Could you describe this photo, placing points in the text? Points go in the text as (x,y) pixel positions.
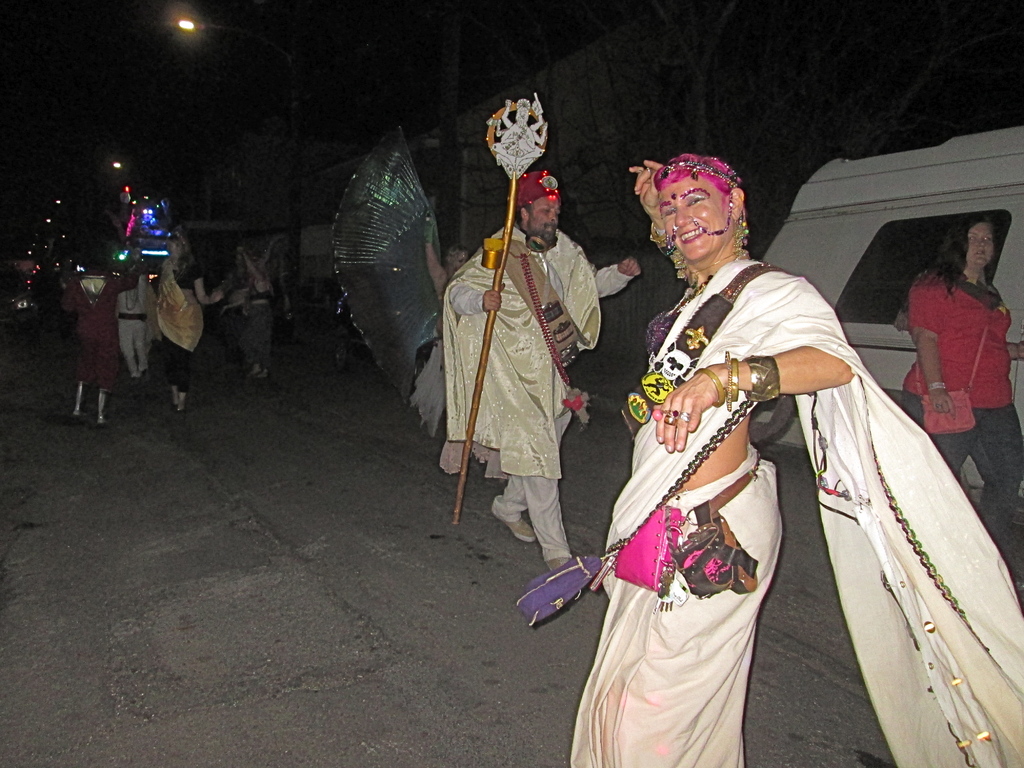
On the right side (746,439), there is a person (733,461) in a white color saree (699,427), smiling, there is a woman (963,256) in a red color t-shirt (945,299), walking, a person (579,255) in a white color dress (564,266), holding a stick (488,304) with one hand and walking and a vehicle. In the background (185,30), there are other persons (400,311) and there is a light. And the background (216,56) is dark in color.
